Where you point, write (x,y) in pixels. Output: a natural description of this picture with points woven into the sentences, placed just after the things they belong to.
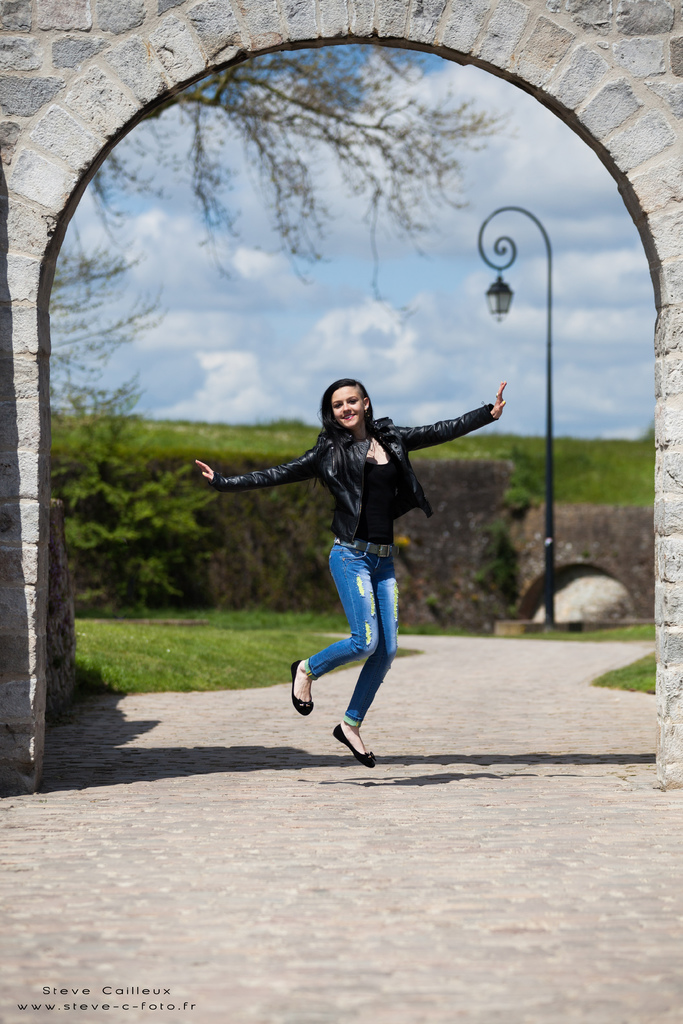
At the bottom (399,801) there is a road (458,854). On both sides of the road (528,663) I can see the grass (246,649). In the middle of the image (358,561) there is a woman (346,529) smiling, jumping and giving pose for the picture. At the top (594,104) there is an arch (73,151). In the background (290,520), I can see some trees (136,501) and a light pole (549,288) and also there is a rock (591,599). At the top (499,213) I can see the sky (409,247) and clouds (535,181).
